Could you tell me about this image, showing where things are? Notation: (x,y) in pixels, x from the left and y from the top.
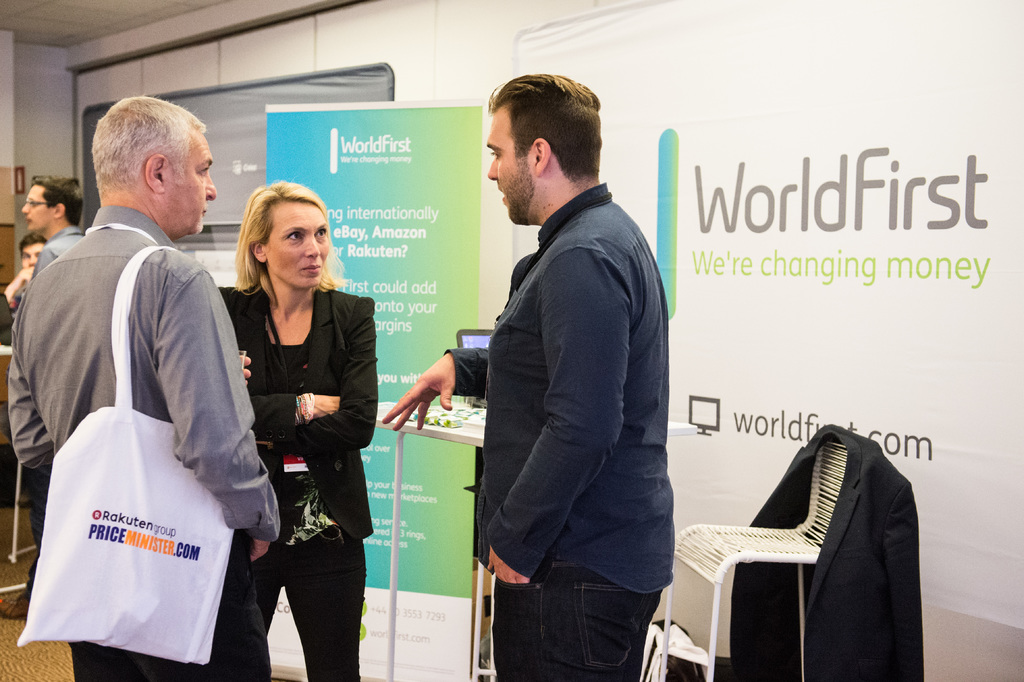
In this image, we can see people (181,198) standing and are wearing id cards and one of them is wearing a bag (136,486) and holding an object (243,352). In the background (323,89), there are boards (371,83) and we can see a chair (739,537), a coat (859,511) and some objects (446,414) on the stand (450,431). At the top (80,19), there is a roof (138,23).
